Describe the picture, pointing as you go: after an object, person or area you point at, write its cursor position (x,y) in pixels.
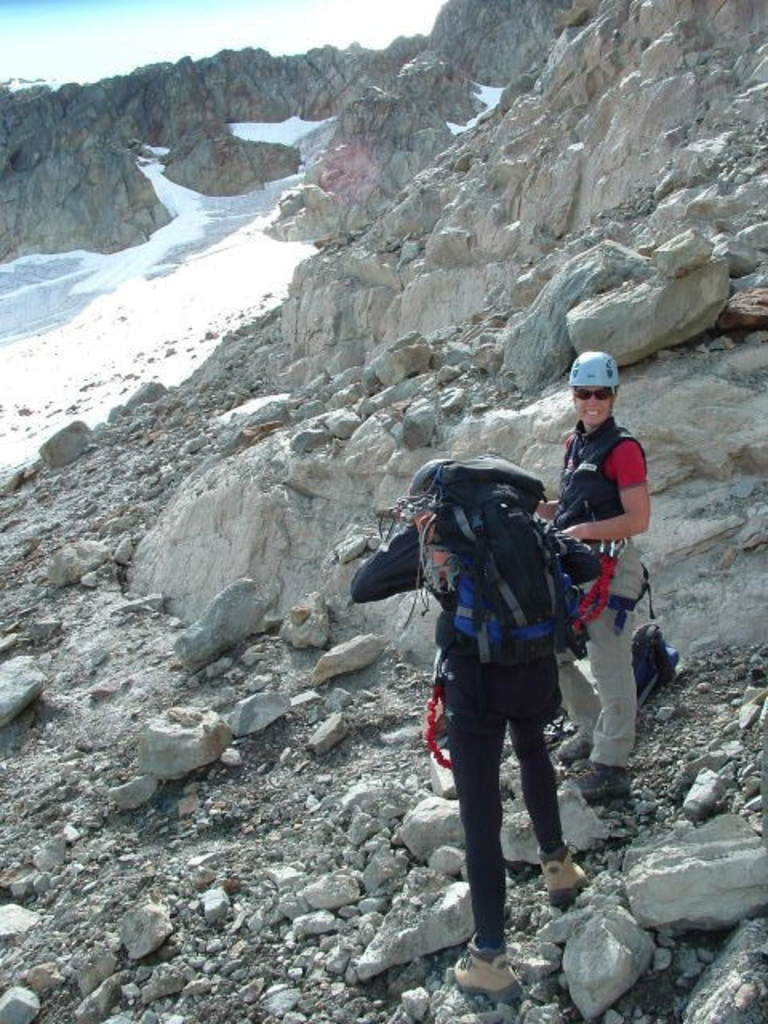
In this picture we can see couple of people (496,675), beside them we can find few rocks (359,430) and the left side person (499,664) is carrying a bag (473,582).
